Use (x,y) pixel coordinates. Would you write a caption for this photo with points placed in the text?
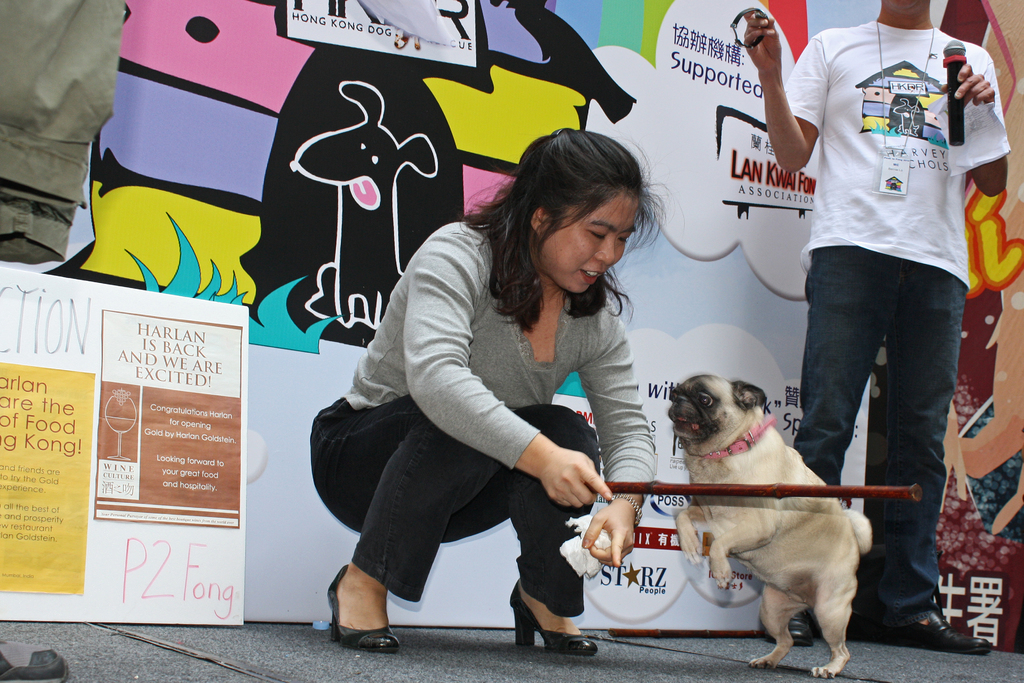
In this picture we can see woman (437,370) holding stick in her hand (537,471) and in front of her we can see dog (862,548) jumping on it and beside to her we can see man (819,189) holding mic (945,52) and watch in his hands (779,55) and in background (469,67) we can see wall (465,102) with banner (259,233).
